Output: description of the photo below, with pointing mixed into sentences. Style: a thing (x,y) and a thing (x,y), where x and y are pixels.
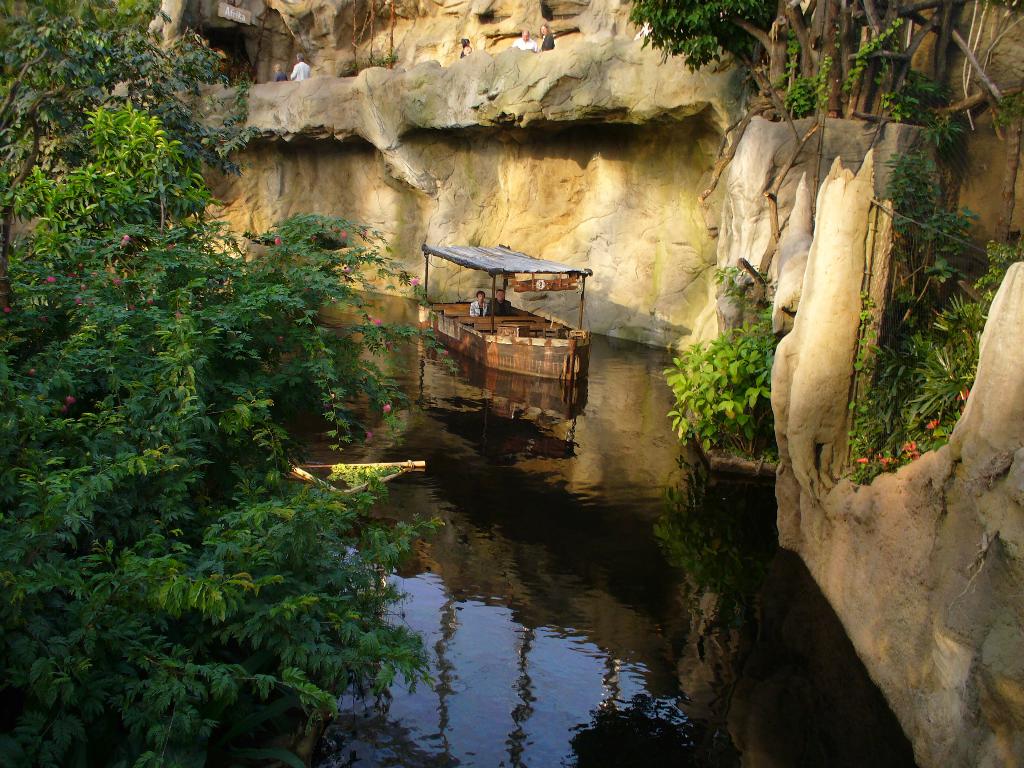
There is a person (482,305) in a boat (486,324) and we can see boat (493,328) above the water (520,547) and we can see trees (341,523). In the background (546,101) we can see people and wall (483,110).
